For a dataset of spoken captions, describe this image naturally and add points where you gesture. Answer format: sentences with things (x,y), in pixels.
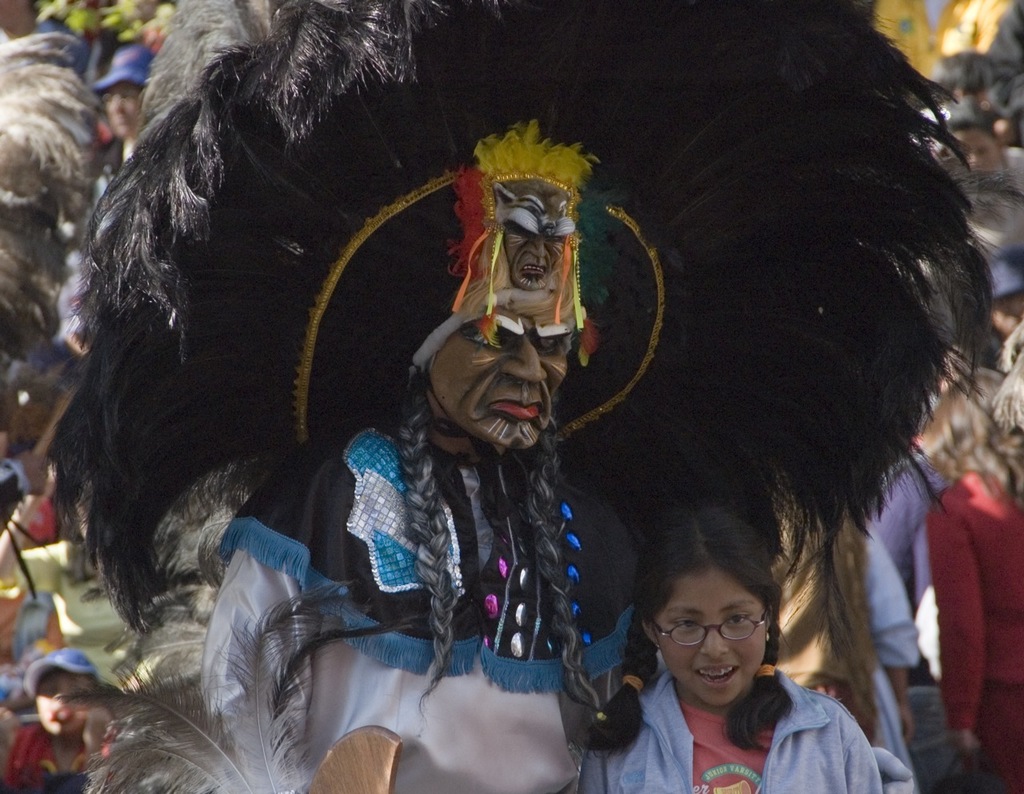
In this picture there is a man (620,372) who is wearing white dress (454,747). Beside him there is a girl (740,615) who is wearing spectacle (674,626), jacket (801,751) and t-shirt (764,762). In the background (998,421) I can see many people (998,421) were standing. In the top left corner (91,10) I can see the tree (104,14).
